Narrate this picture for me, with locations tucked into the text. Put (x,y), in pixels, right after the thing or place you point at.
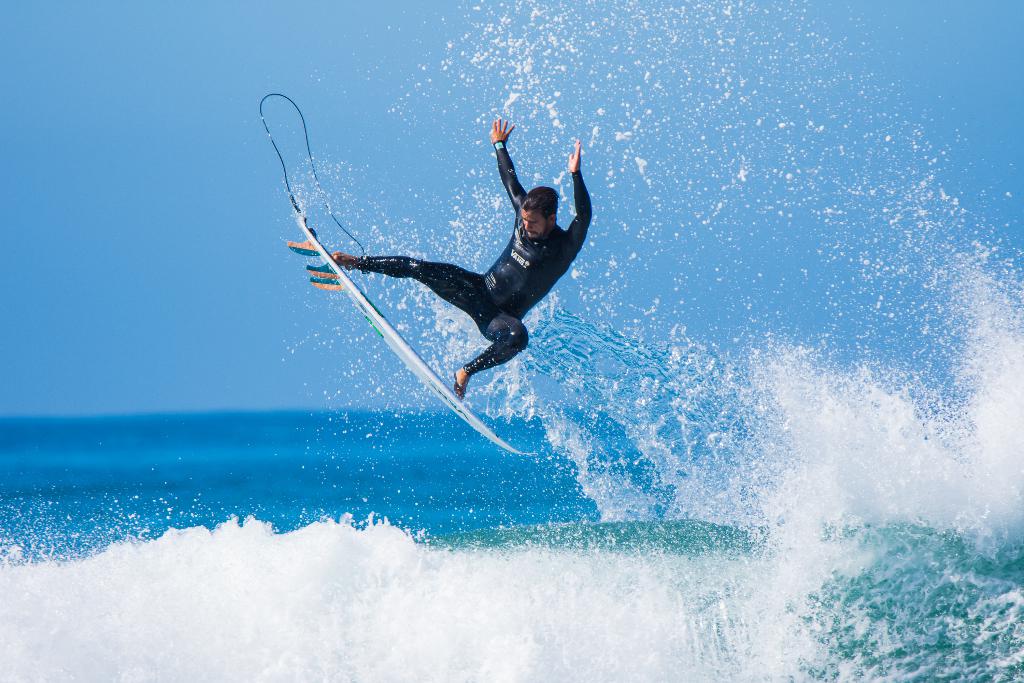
There is a person (526,235) in black color dress (522,240), riding a white surfboard (429,387), near tides (129,567) of the ocean (543,423). In the background (122,272), there is blue sky (388,51).
